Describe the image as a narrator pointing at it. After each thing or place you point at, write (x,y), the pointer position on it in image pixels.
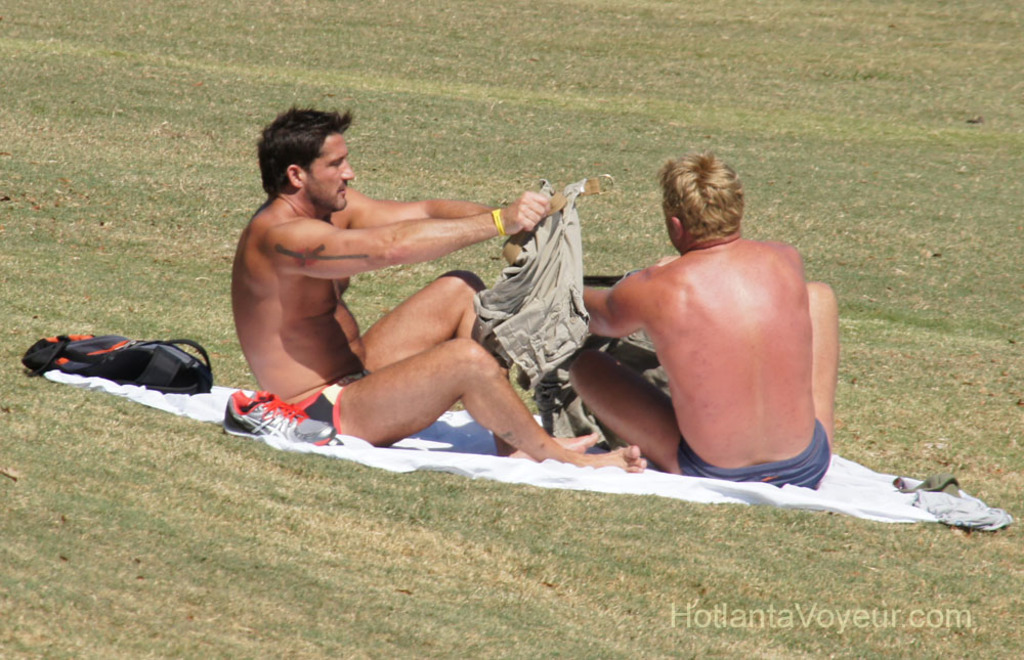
This picture shows couple of men (787,361) seated on the ground (366,321) and they are wearing clothes (536,333) and we see a backpack (151,384) and pair of shoes (286,411) and we see a blanket (325,447) and grass (87,493) on the ground (483,552) and we see watermark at the bottom right of the picture (709,613).
